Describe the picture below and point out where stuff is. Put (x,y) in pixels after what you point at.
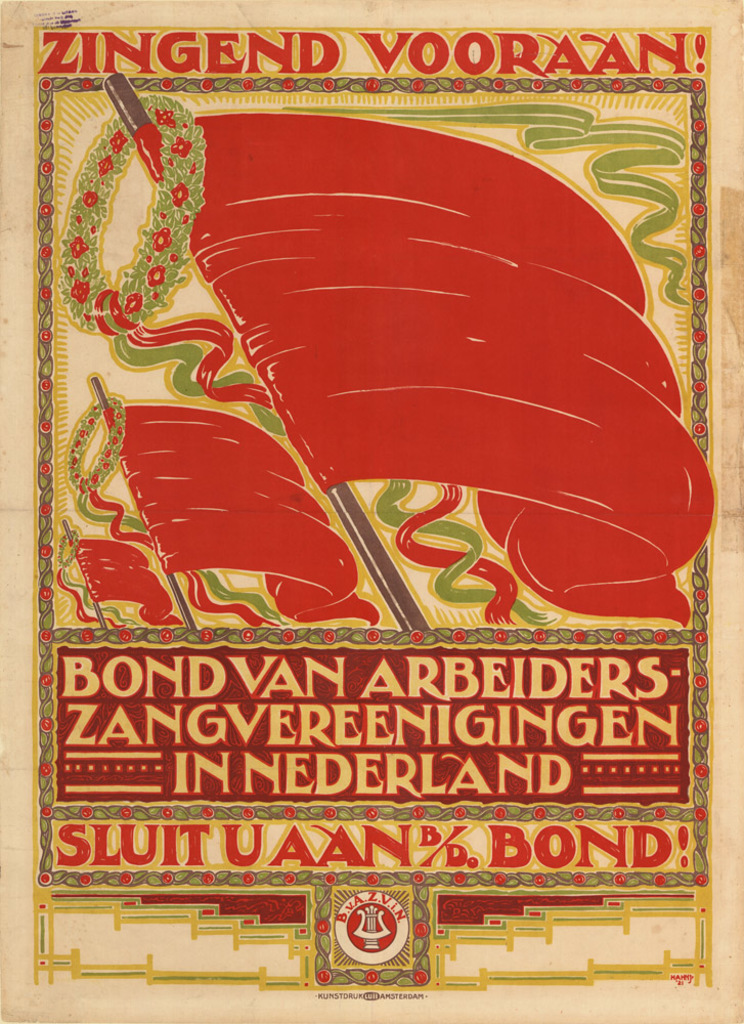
In this image there is one poster (309,569), as we can see there is a picture of flag (359,354) in middle of this image (449,410) which is in red color and there is a text (604,63) written at top of this image (54,34) and there is some other text (163,855) written at bottom of this image (522,697) and there is one logo (371,926) at bottom middle of this image (366,941).
